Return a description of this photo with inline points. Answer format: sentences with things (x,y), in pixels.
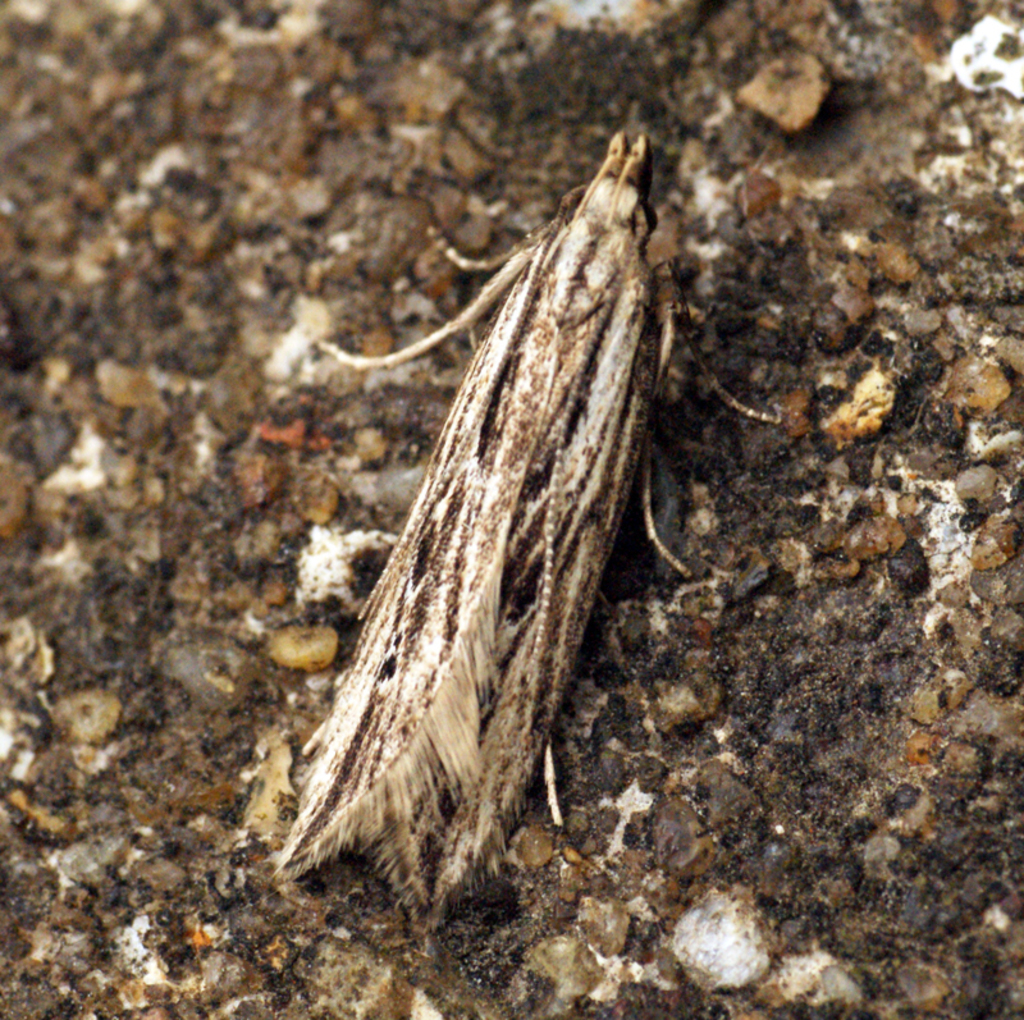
In this picture I can observe an insect (479,488). In the background (237,595) I can observe small stones (190,677).
